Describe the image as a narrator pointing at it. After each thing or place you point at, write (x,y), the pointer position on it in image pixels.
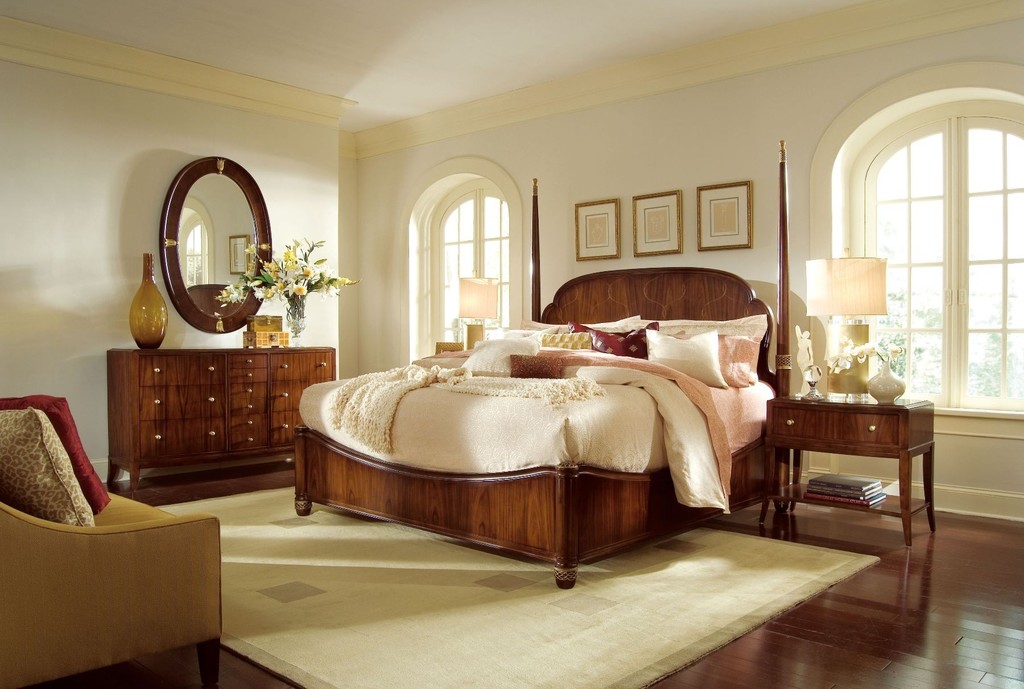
In this picture we can see the inside view of a room (536,540). This is the bed (525,432) and there are some pillows (672,359) on the bed (637,383). Here this is a cupboard (220,397), on that there is a flower bouquet (274,287). And this is the mirror (184,236) on the wall (101,239). Even we can see a sofa (109,569) here. and there is a lamp (866,259) on the table (826,415). And these are the frames (722,222) on the wall (557,254) and these are the windows (482,236).
